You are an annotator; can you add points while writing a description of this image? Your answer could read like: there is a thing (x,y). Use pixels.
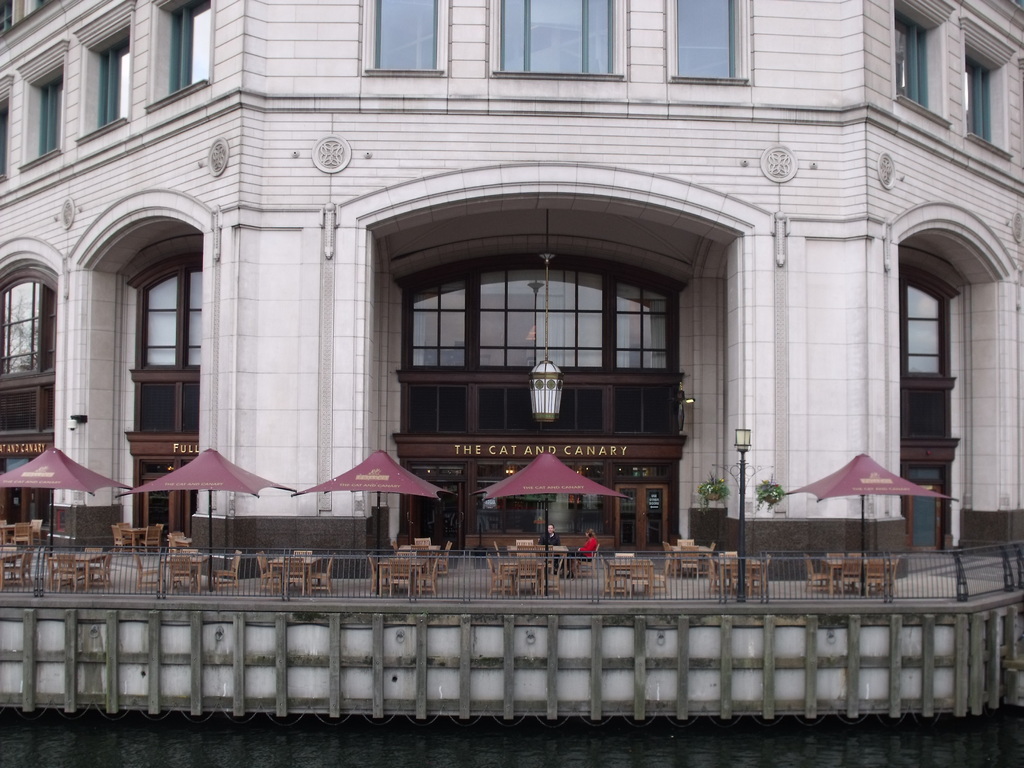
In this picture there is a building (653,266). In front of the doors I can see many tables (731,579), chairs (873,570) and umbrellas (861,593). In the center (546,375) I can see the light (555,386) which is hanging from this roof (543,245). At the bottom (589,542) I can see the woman (583,558) and man (557,536) who are sitting on the chair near to the table (560,549). Beside the umbrellas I can see the fencing (234,576).
